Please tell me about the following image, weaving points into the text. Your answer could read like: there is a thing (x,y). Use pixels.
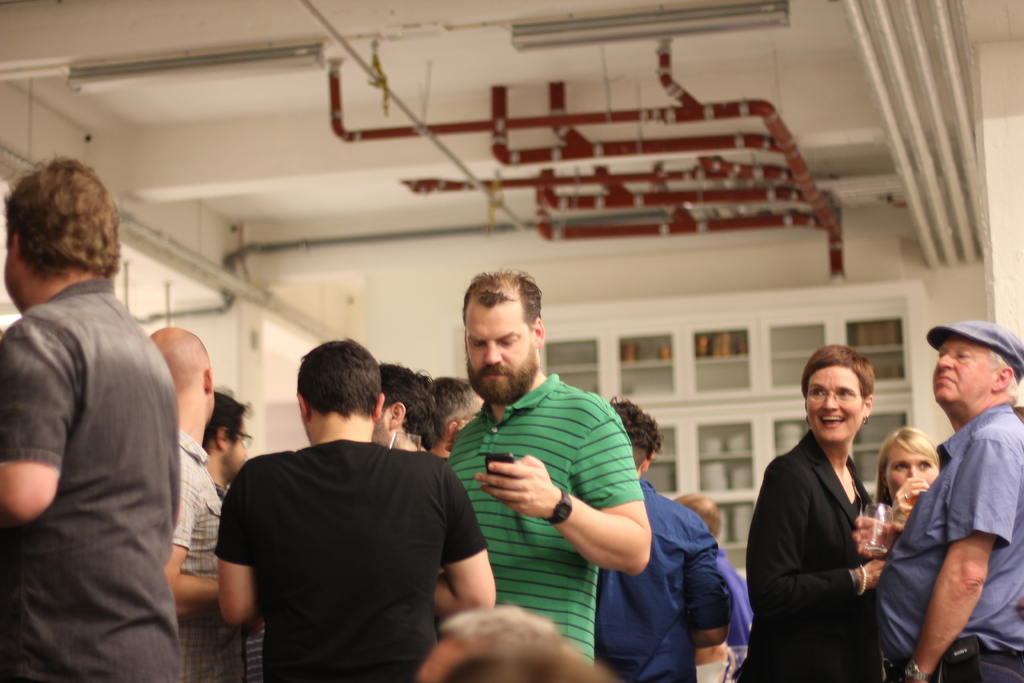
In this picture we can see a group of people (614,675), two women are holding glasses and a man (536,486) is holding a device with his hand (530,485). In the background (799,334) we can see the wall (396,354), ceiling (221,144), pipes (648,143) and shelves (699,375) with some objects (868,334) on it.
